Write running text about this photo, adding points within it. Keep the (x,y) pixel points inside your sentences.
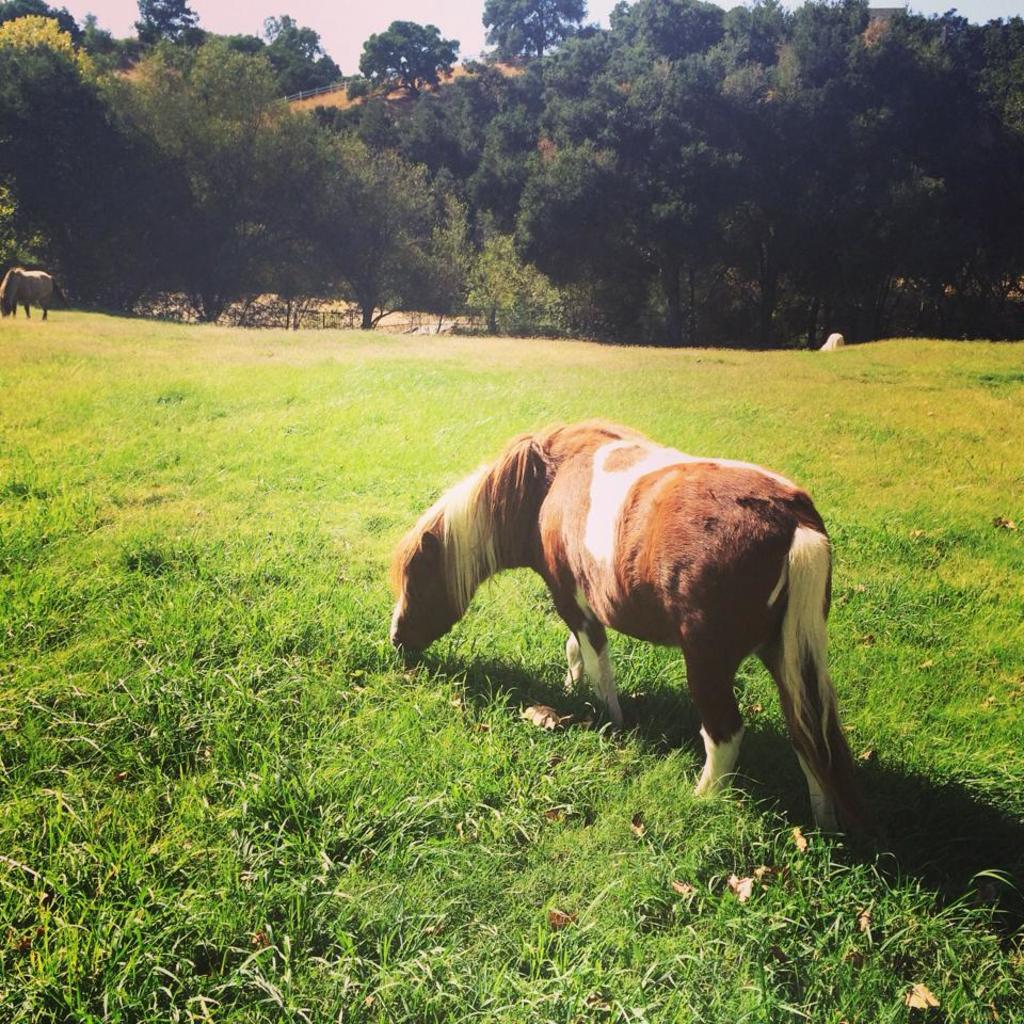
In the image there is a horse (438,587) grazing the grass (373,782) and in the distance there is another horse (37,292), in the background (203,139) there are many trees (549,146).
